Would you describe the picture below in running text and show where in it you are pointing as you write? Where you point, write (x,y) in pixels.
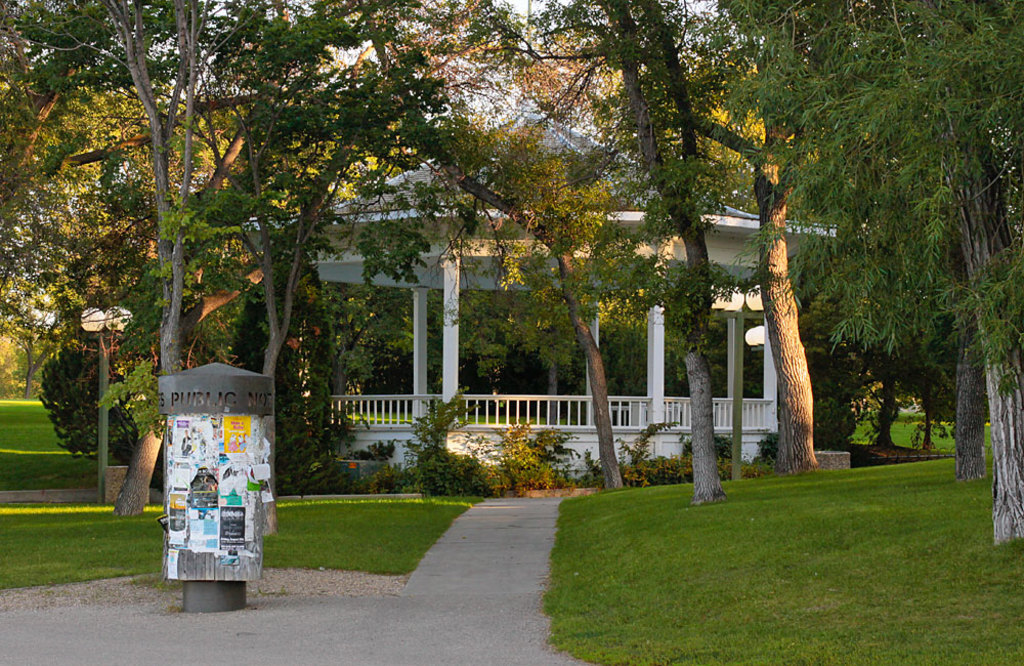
In this picture I can see papers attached on an object (206,386), there are poles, lights (121,329), there are plants (553,475), grass (770,483), there is a gazebo (748,258), and in the background (778,73) there are trees (613,176).
